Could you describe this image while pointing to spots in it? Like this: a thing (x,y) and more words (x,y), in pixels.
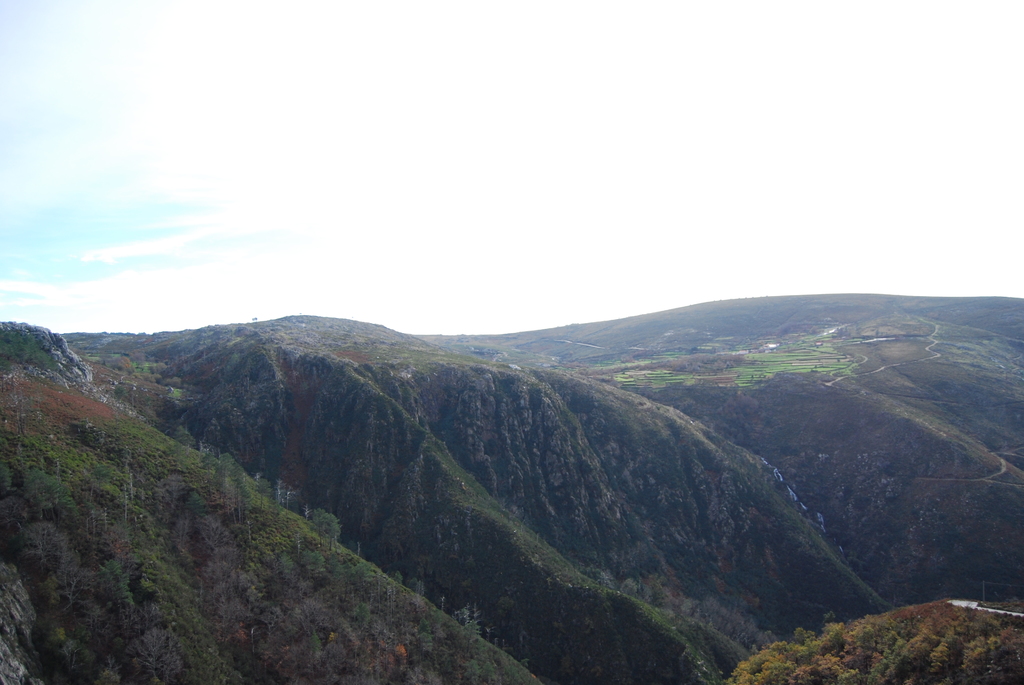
In this picture we can see a few mountains (321,387) and trees (185,539) from left to right. Sky (224,194) is cloudy.
